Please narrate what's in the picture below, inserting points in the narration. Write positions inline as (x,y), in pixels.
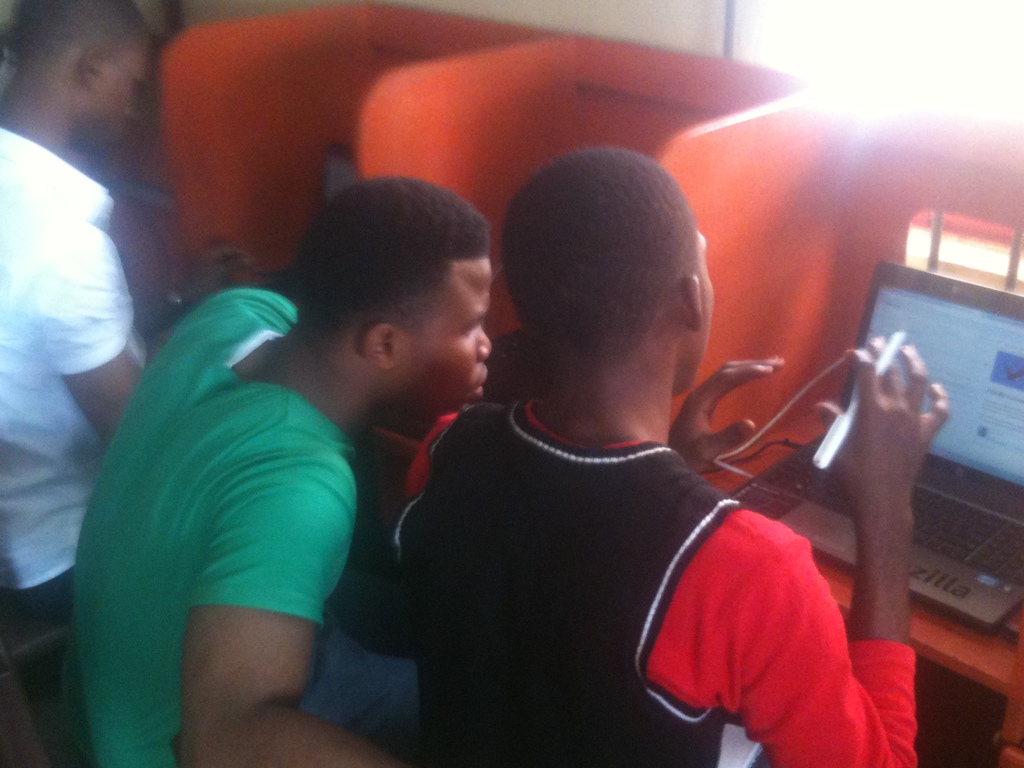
At the bottom of this image (573,568), there are two persons (444,550) in green and black color t-shirts (509,551) respectively, sitting on a bench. One of them is holding a pen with a hand (855,352), in front of a laptop (999,367), which is on the table (842,574). Beside these two persons (179,435), there is a person (9,221) in a white colored shirt (27,420) in front of a laptop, which is on the table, which is parted by orange color pads (382,75). In the background (973,52), there is a light (776,34) and there is a white color wall (567,8).
